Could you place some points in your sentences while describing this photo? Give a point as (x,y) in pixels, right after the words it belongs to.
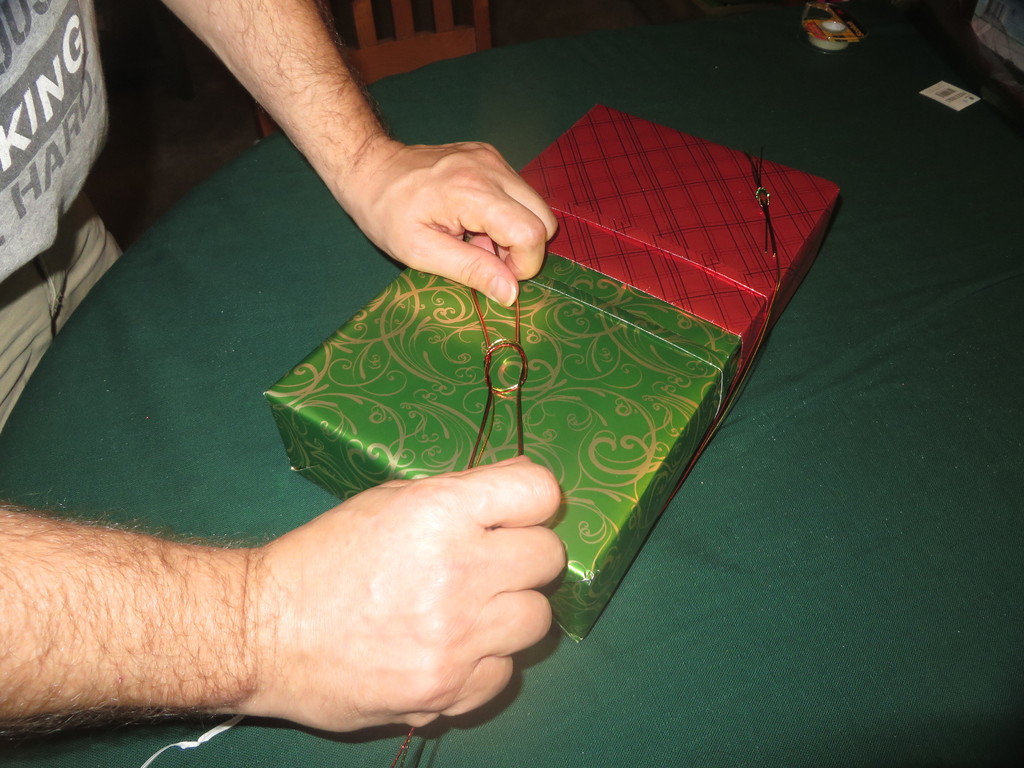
In this image there is a box (794,280) on the table (855,458). To the left (309,600) there are hands (271,606) of a person (480,507) holding a thread (521,403). There is a wooden chair (443,43) beside the table (445,65).
